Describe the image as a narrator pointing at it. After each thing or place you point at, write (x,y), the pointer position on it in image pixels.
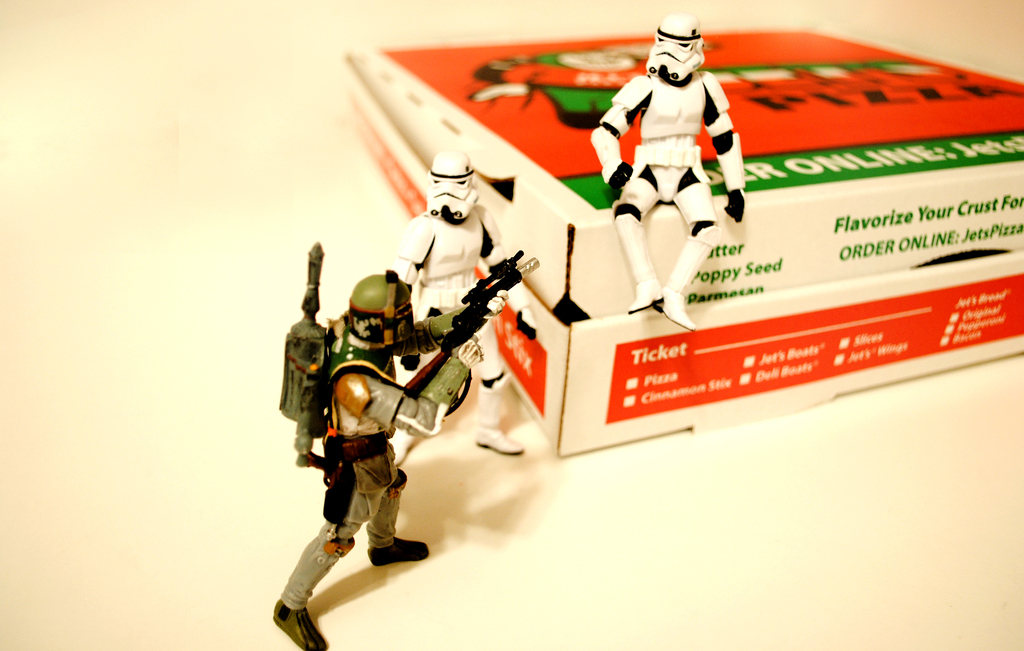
In the foreground of this picture (385,343) we can see the toy (354,351) of a person (347,424) holding a rifle (465,323) and standing and we can see another white color toy (432,261) standing on an object (450,465). On the right (941,105) we can see the box (835,124) on which we can see the text (893,242) is printed and we can see white color toy (663,119) is sitting on the top of the box (673,265). The background of the image (166,145) is white in color.
